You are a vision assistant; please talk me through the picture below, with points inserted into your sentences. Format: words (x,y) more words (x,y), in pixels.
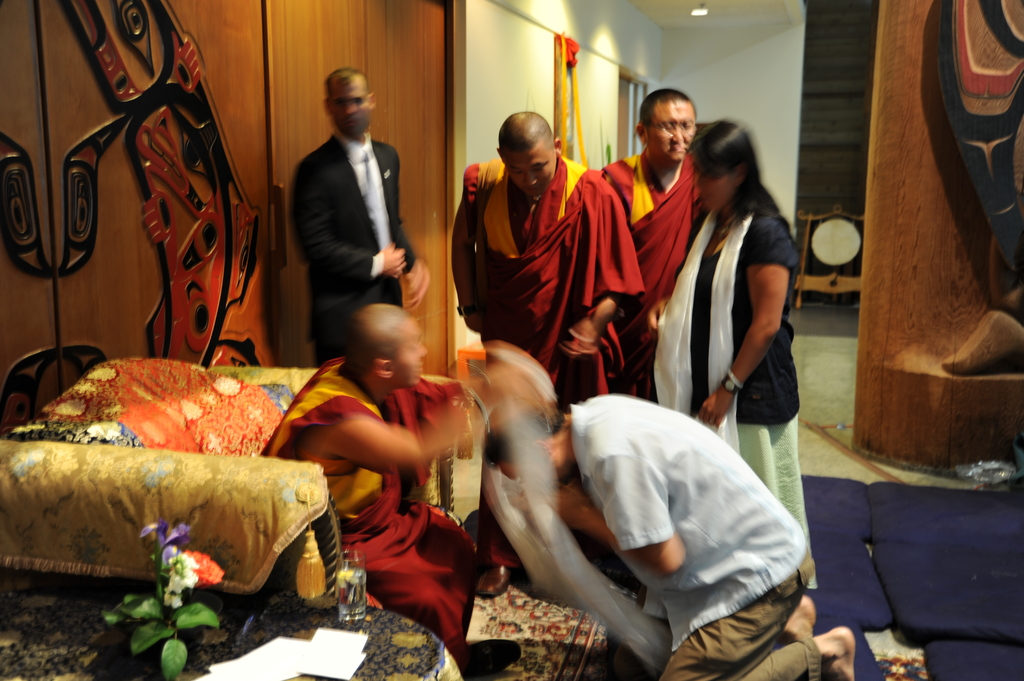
In this picture there is a man (642,526) wearing blue color shirt (753,580) sitting down in the front of the Buddhist priest (373,440) who is sitting on the sofa (214,471). Behind there are two Buddhist priest (588,274) standing and a lady (728,309) wearing a black shirt (771,380) standing beside them. In the background (460,34) we can see wooden wardrobes (366,64) and white wall (667,58). In the front (238,618) bottom side there is a center table (277,621) and water glass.
